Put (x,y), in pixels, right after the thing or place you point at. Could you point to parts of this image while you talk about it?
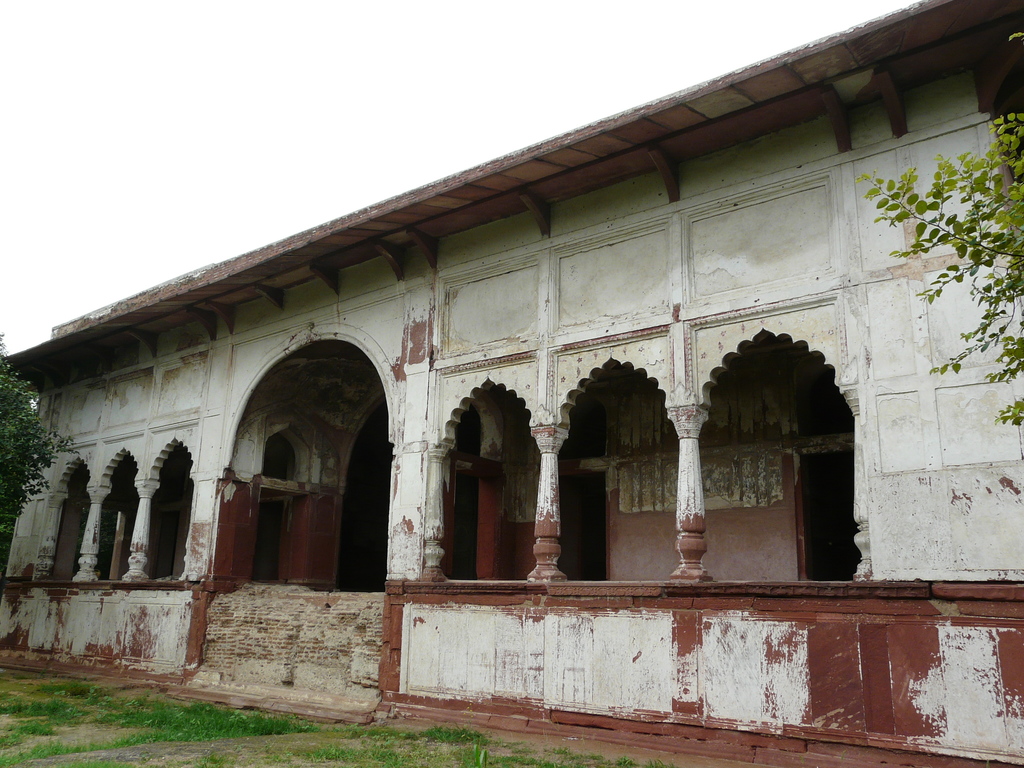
Here I can see a building (276,420). On the right (988,340) and left sides of the image I can see the trees (997,224). At the bottom of the image (219,751) I can see the grass (172,720) and at the top (300,49) I can see the sky (241,65).
